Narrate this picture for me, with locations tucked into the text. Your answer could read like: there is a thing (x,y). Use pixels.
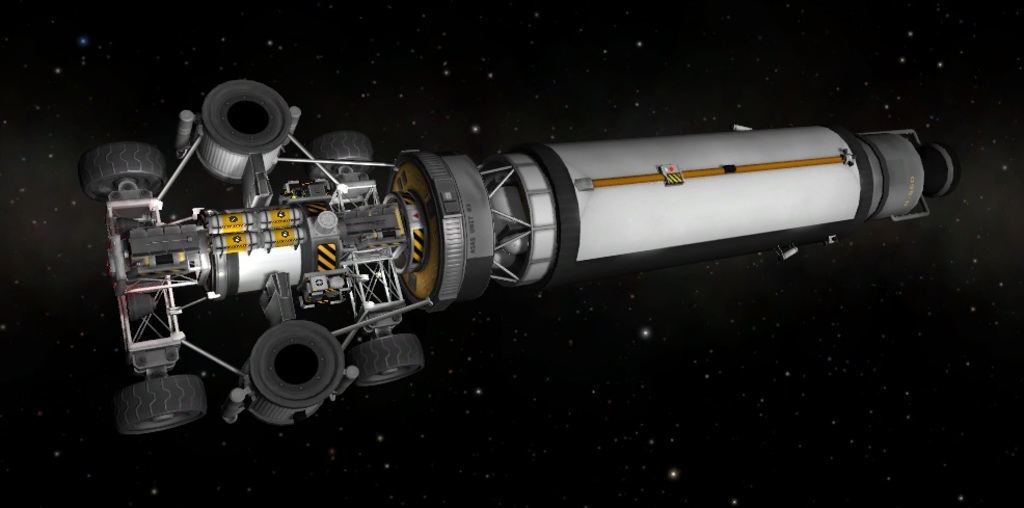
We can see engine (199,390) in the air (685,391). Background (624,319) it is dark.
